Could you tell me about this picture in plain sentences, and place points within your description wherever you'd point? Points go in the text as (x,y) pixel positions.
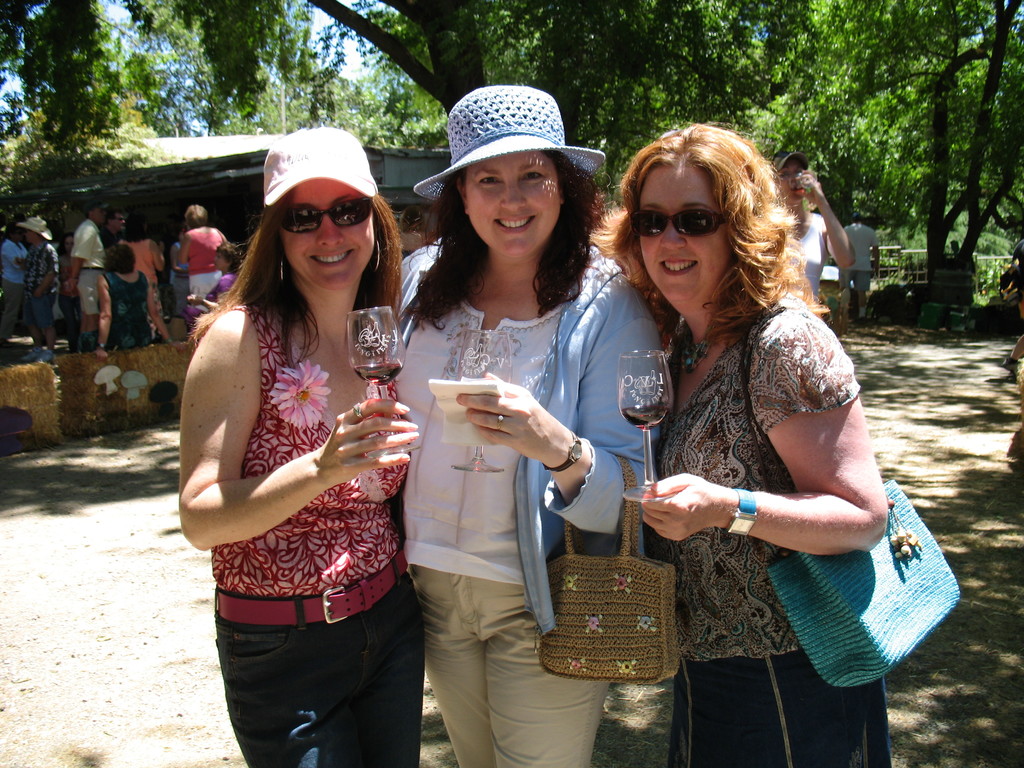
As we can see in the image there are few people (546,287) here and there, trees (876,9), house (429,161) and sky (346,62). The people (523,182) in the front (323,248) are holding glasses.
